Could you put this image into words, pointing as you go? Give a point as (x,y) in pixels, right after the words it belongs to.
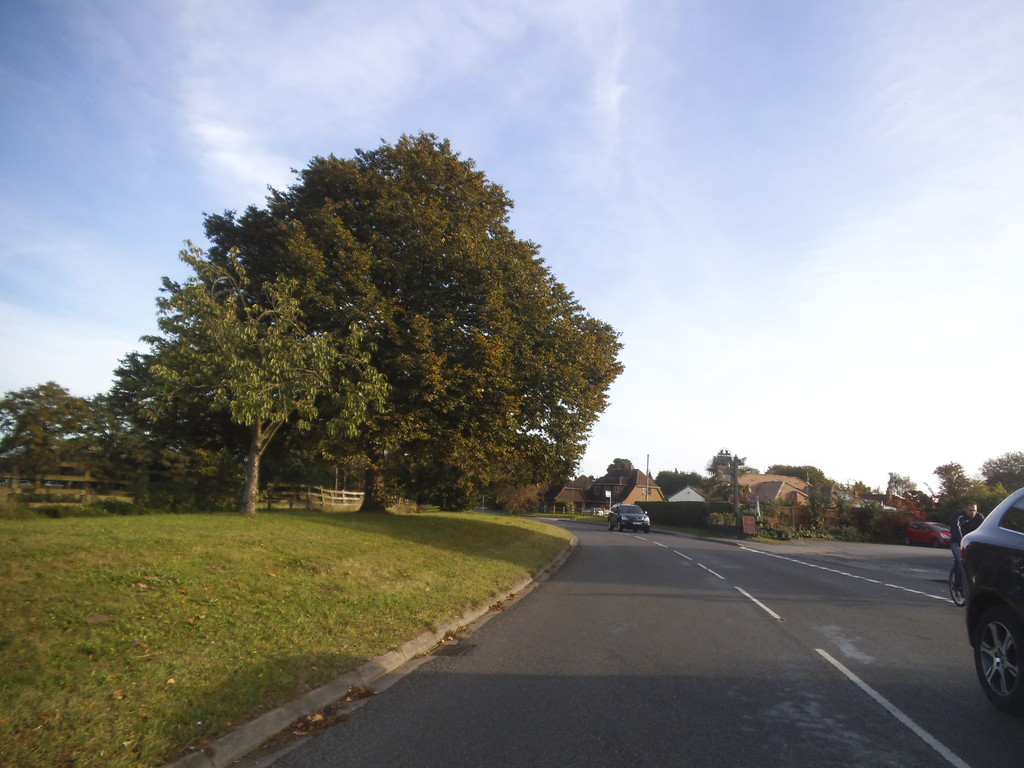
In this image I can see the road (648,651), few vehicles (1014,569) on the road (611,547), a person (956,535) riding the bicycle (953,587) on the road (771,625), some grass (227,590), the fencing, few trees (236,495) which are green in color and few buildings (621,488). In the background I can see the sky (818,187).
